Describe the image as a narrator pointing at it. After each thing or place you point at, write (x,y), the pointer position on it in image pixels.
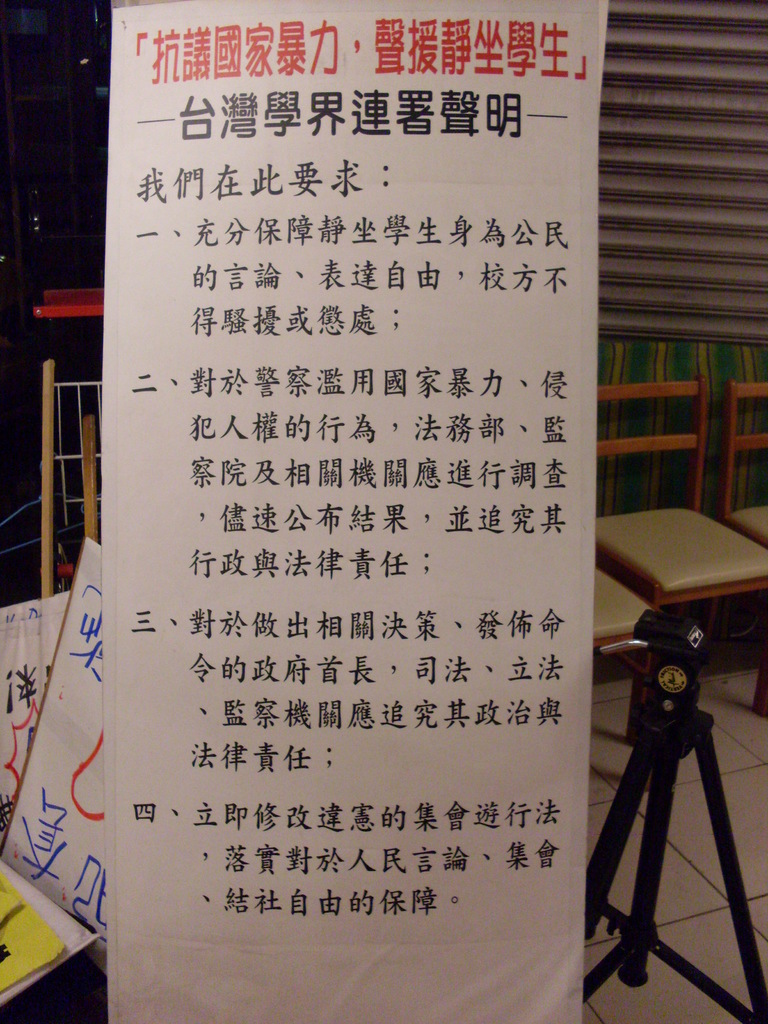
In the foreground of this image (482,617), there is a banner (411,549), few banners (57,808) on the left (67,867), few chairs (630,566) on the right (717,531) and also a stand (664,744) on the floor (682,890). In the background (676,258), it seems like there is a shutter (646,187).
